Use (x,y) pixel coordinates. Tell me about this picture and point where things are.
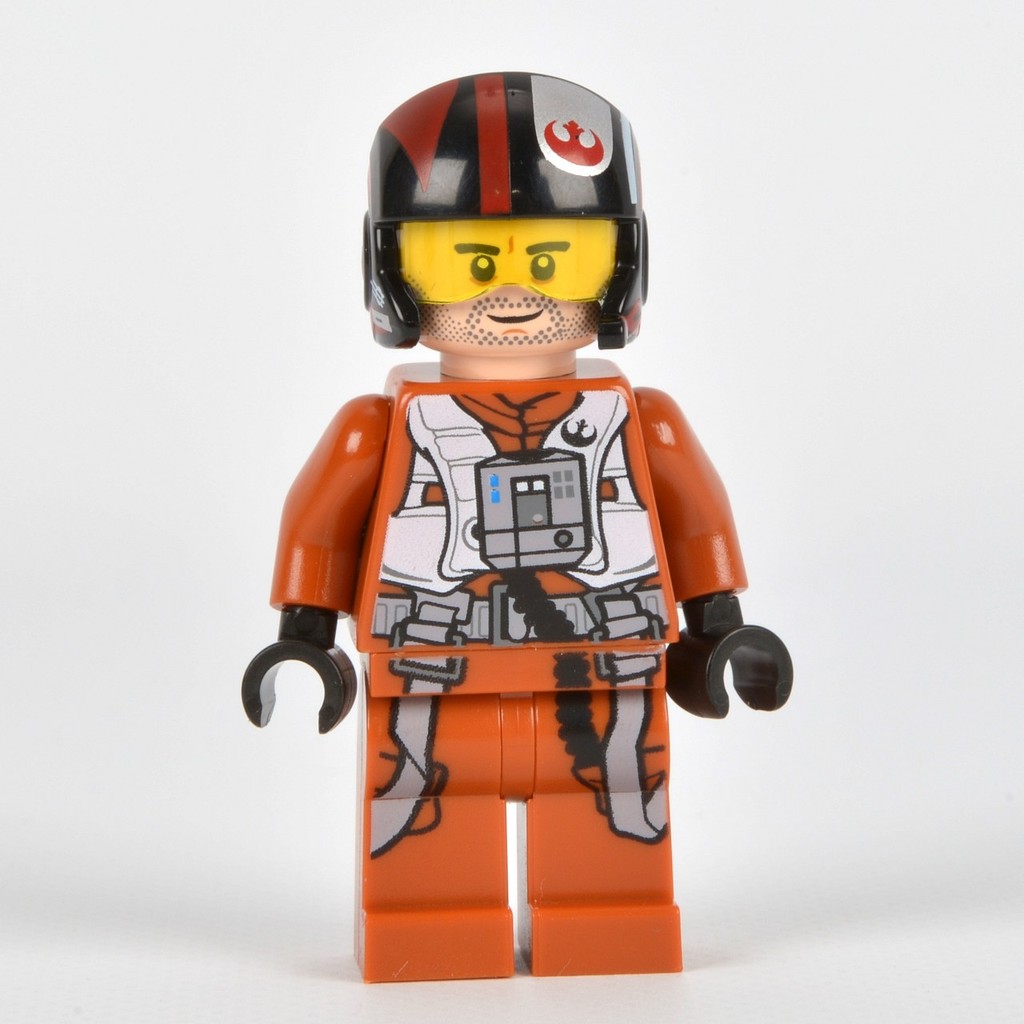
There is a toy (400,386) on a white surface (657,993). In the background (776,215) it is white.
